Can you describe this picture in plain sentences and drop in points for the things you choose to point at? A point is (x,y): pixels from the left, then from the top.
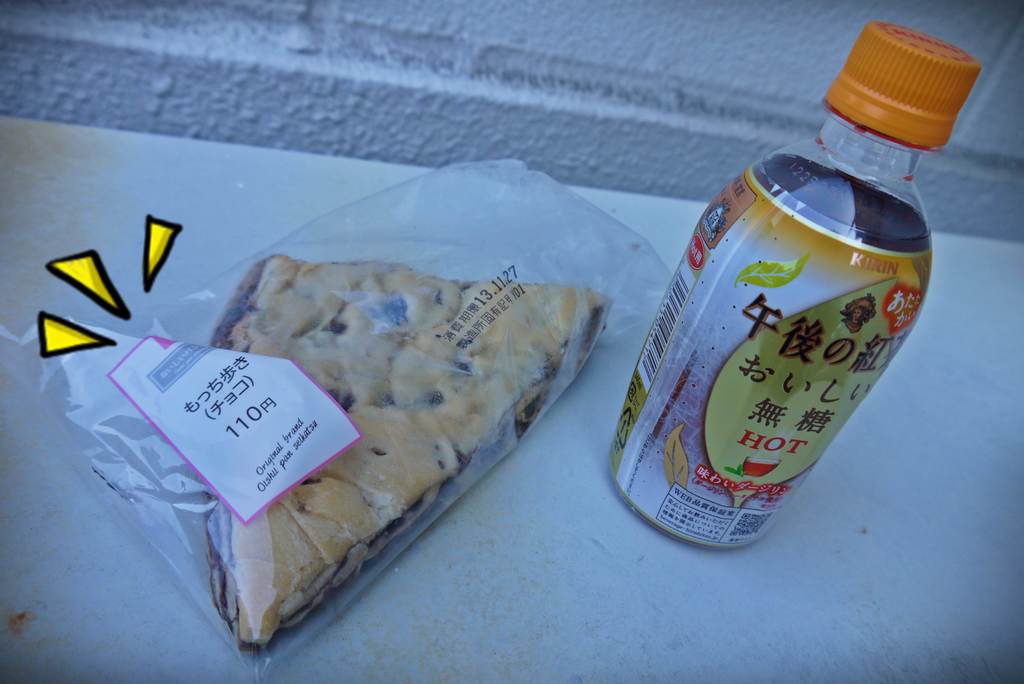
In this picture we can see a liquid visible in a bottle (747,372). On this bottle (797,186), we can see a label (691,355). We can see some text (767,484) on this label (618,461). There is a food item (223,331) visible in the packet (129,434). We can see some text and numbers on this packet (197,427). A wall (255,7) is visible in the background (484,85).
